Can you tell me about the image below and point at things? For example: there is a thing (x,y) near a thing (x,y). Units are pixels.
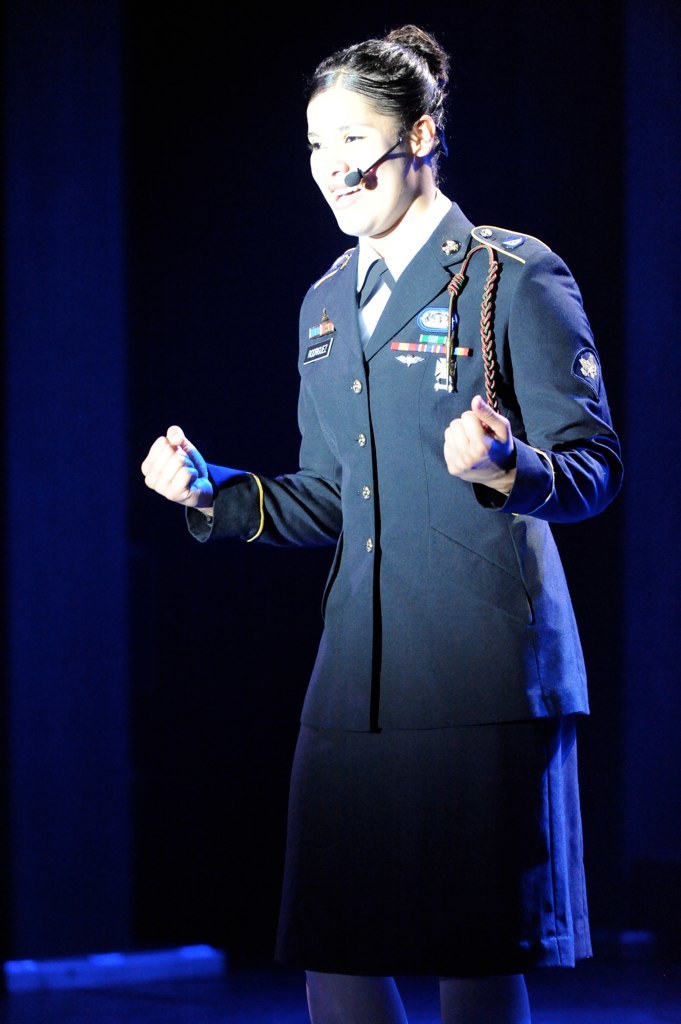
There is a woman (560,286) in a shirt (565,394) wearing a mic (357,179), speaking and standing on a stage (234,997). And the background (515,22) is dark in color.
